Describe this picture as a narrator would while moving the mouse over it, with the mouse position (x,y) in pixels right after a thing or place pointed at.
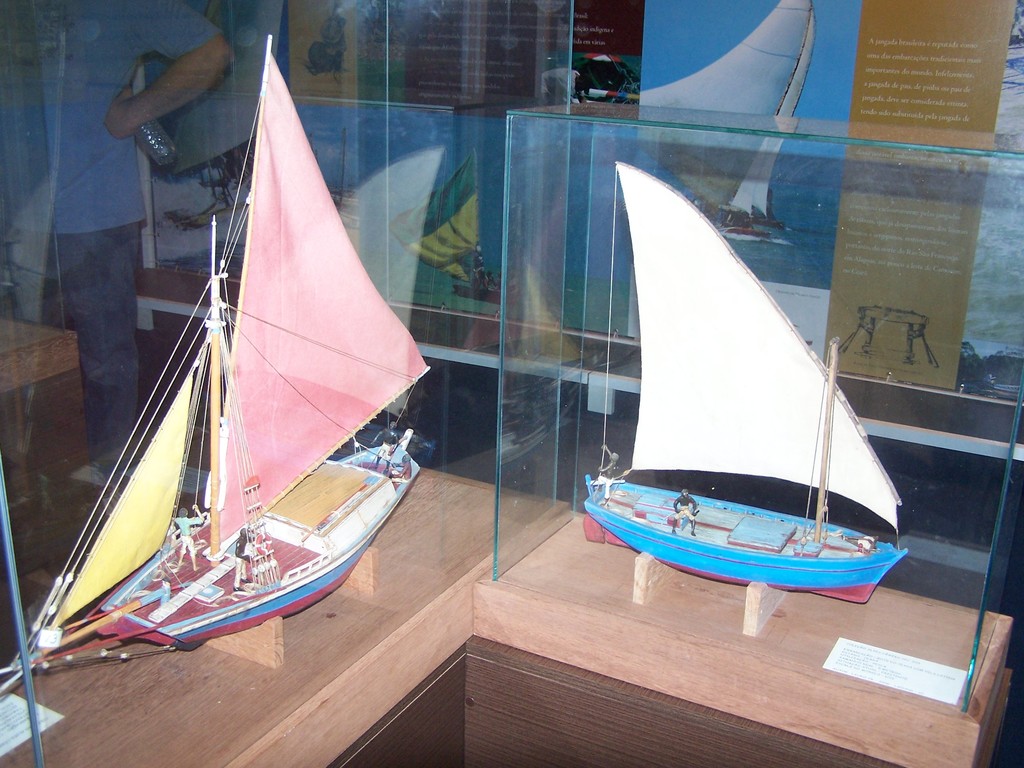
We can see two boats (382,401) with few persons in it placed in a glass box (965,381) on the stands (438,701). In the background (151,190) there are hoardings (240,162) and on the left side (77,260) we can see a person (71,73) is holding a water bottle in the hand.
